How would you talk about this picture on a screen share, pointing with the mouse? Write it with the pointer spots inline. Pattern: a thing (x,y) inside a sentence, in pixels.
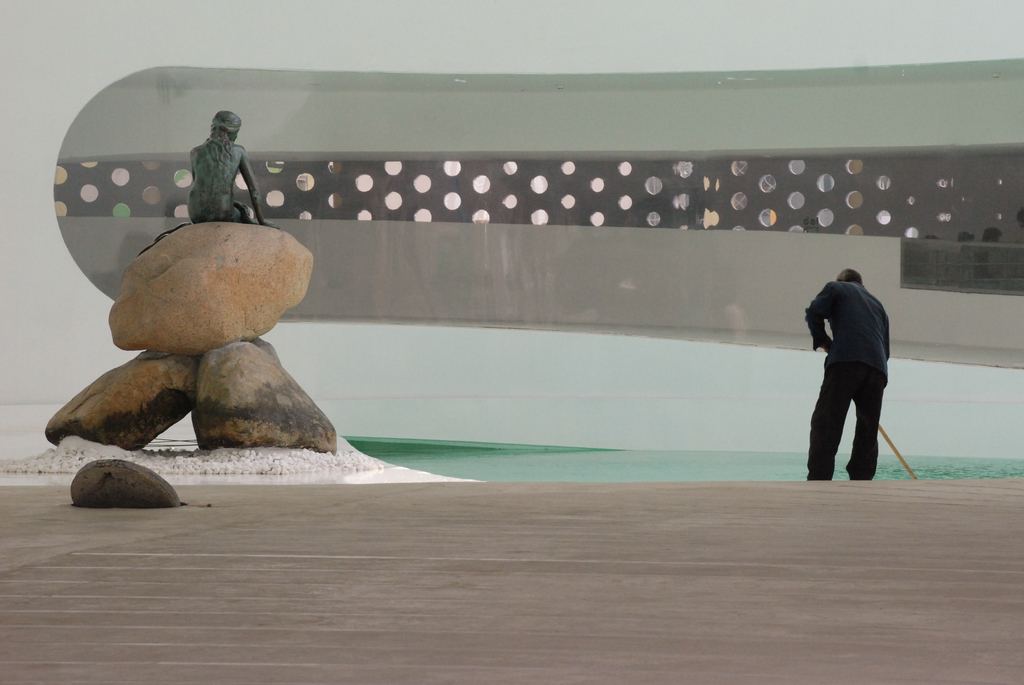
In this picture there is a man (861,326) standing and holding a stick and we can see sculpture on rock (213,255) and water (504,449). In the background of the image (466,95) we can see wall (574,282).
